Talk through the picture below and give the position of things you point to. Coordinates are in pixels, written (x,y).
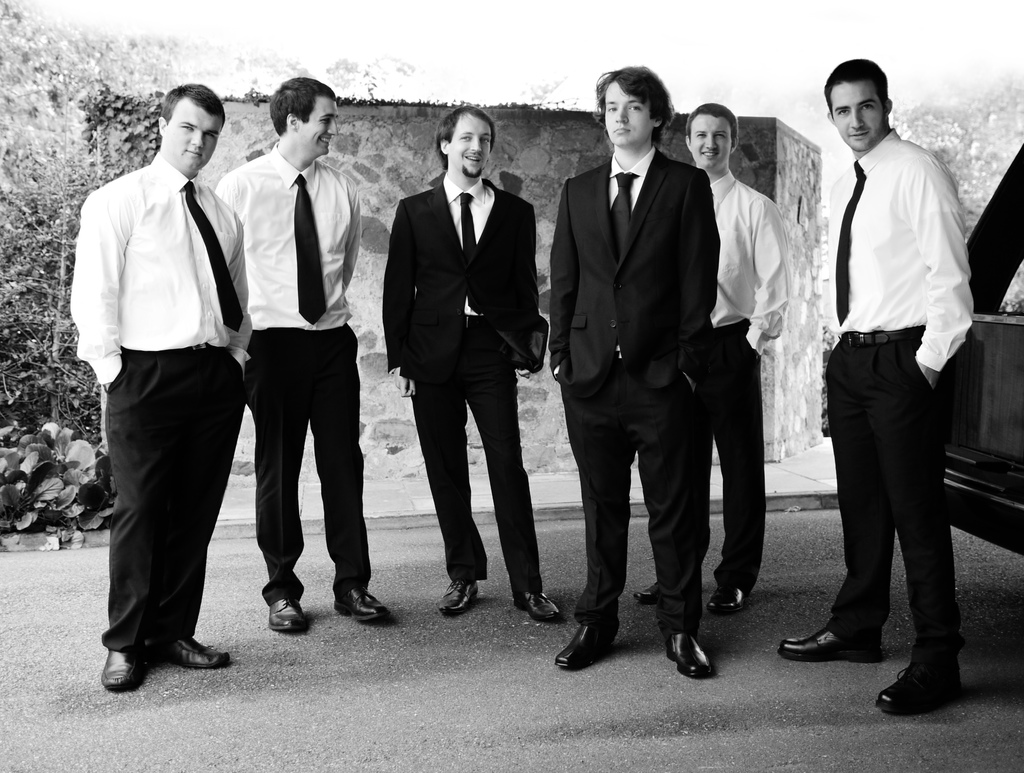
This is a black and white image where we can see these persons (188,589) are standing here. In the background (86,141), we can see the stone wall (746,151) and trees (35,190).
